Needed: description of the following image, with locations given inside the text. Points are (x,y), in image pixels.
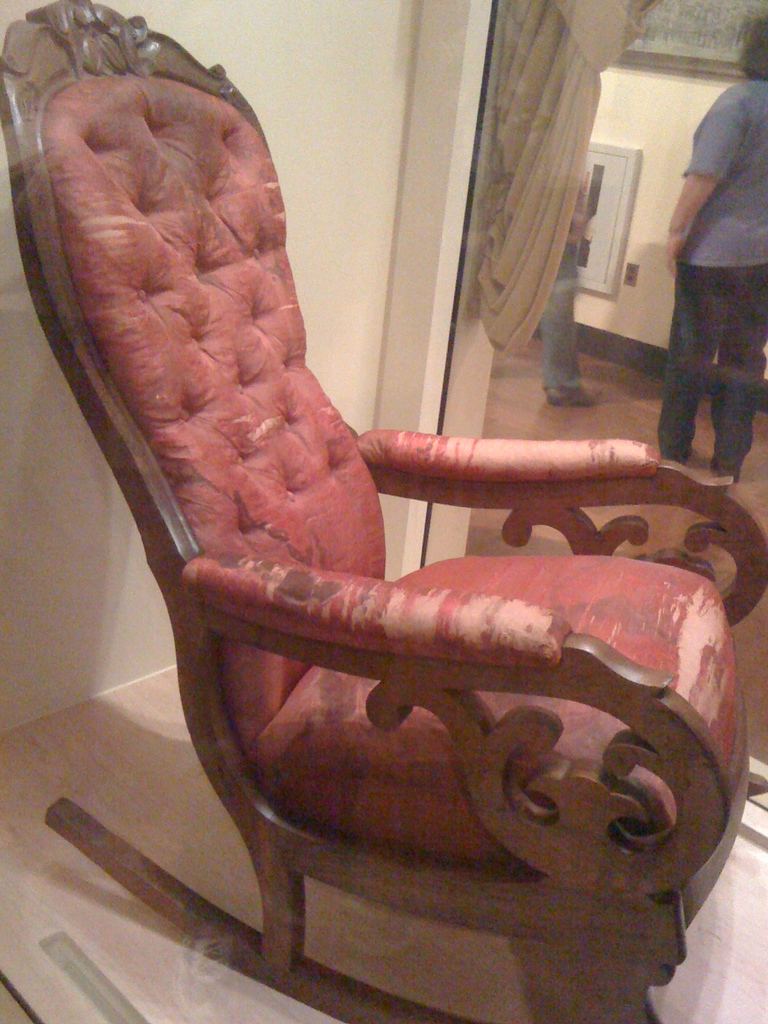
In this image I see a chair (79,37) which of brown and red in color and I see the curtain (605,10) over here and two person (750,325) standing on the floor (662,534) and I see the wall (660,87).
